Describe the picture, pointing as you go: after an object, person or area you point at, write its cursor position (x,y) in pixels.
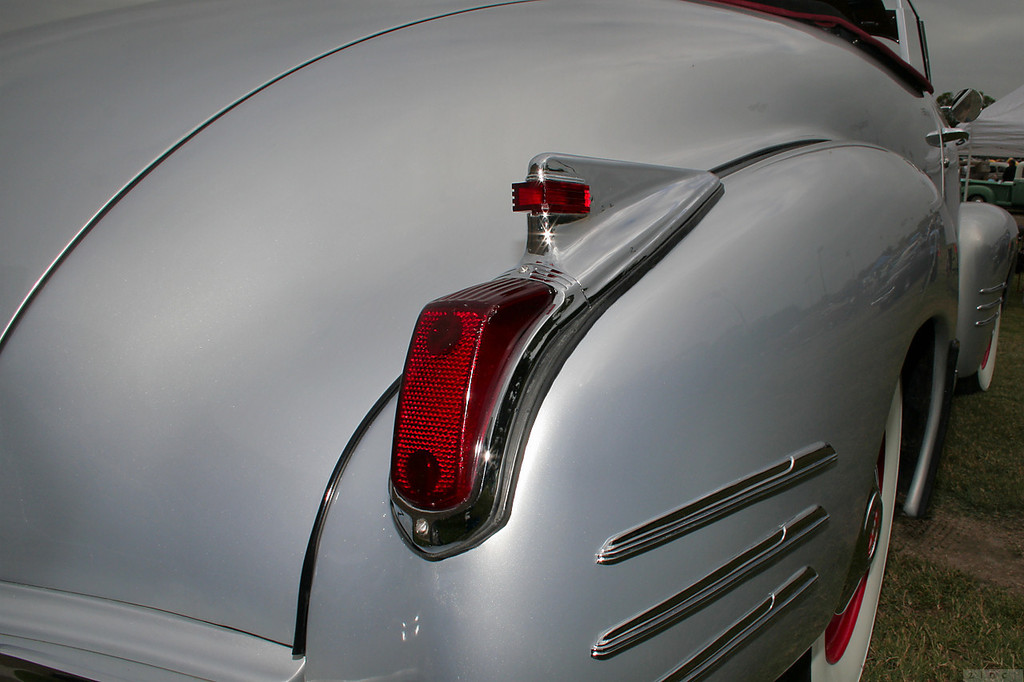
In this image I can see the vehicle (569,312) which is in ash color. It is on the ground (919,628). To the right (985,147) I can see the white color tent (1018,117). In the back (975,48) I can see the white sky (972,76).
